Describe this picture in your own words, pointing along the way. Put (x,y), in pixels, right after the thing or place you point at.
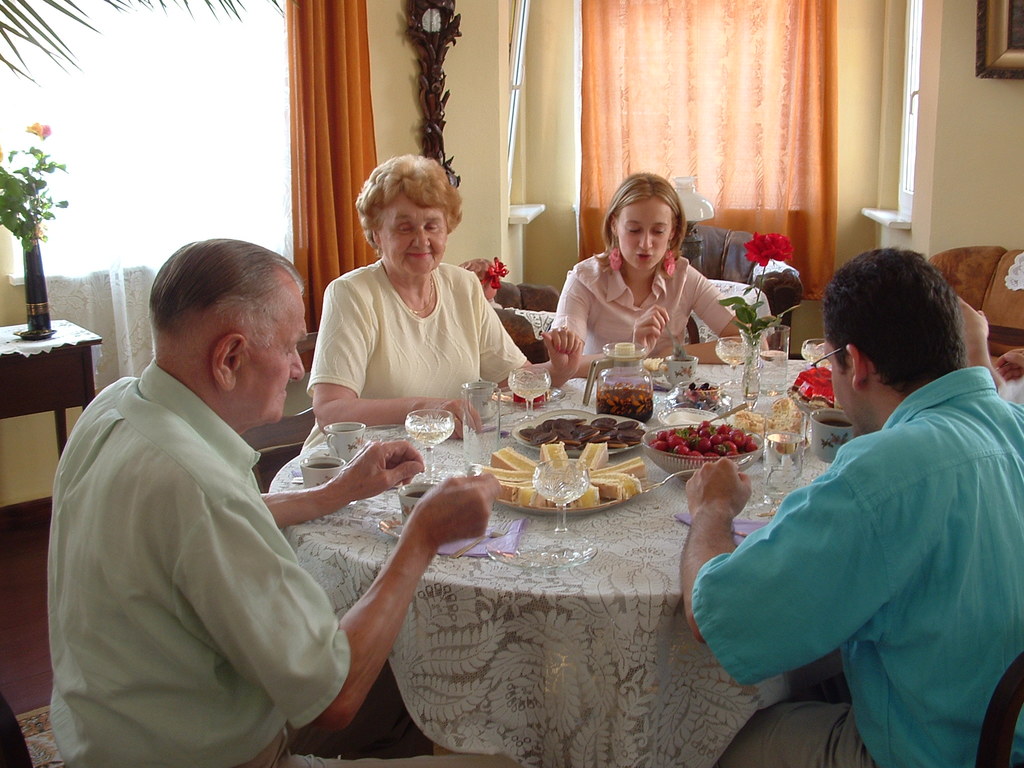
As we can see in the image there is a wall (495,105), decoration (435,12), curtain (668,46), few people (679,297) sitting on chair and a table (529,440). On table (466,468) there are glasses (417,435), sweets (592,497), plates (598,508) and bowls (692,390).
